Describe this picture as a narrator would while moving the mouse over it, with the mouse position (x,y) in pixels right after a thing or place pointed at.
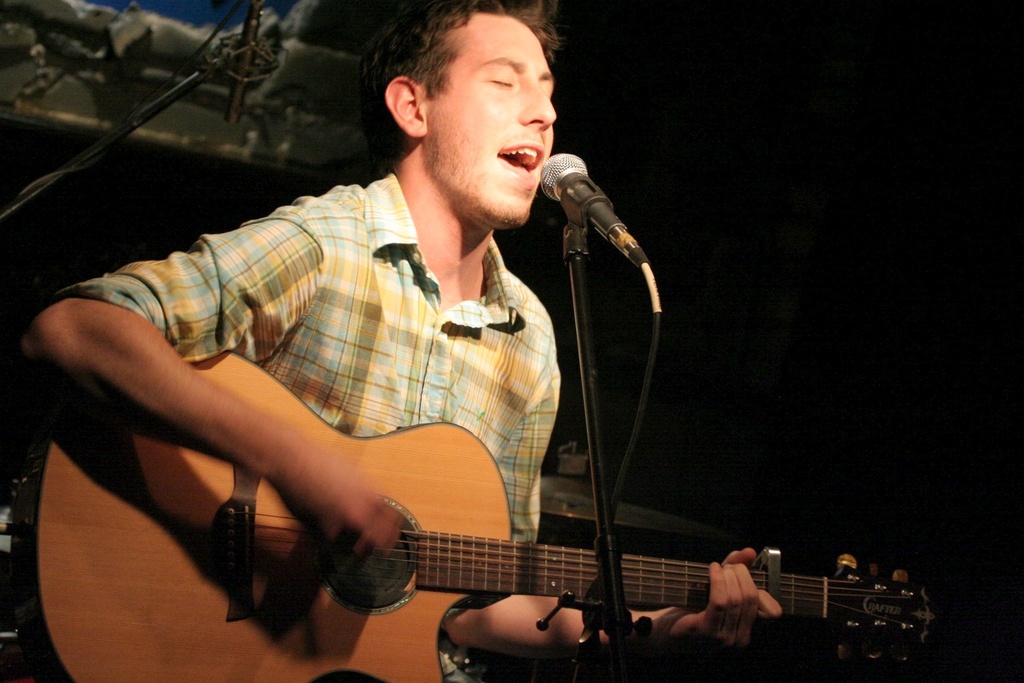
In this image, There is a man (407,326) holding a music instrument (448,567) and there is a microphone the man (434,205) is singing a song in microphone (555,196) and in the background (820,269) there is a black color wall (816,148).
